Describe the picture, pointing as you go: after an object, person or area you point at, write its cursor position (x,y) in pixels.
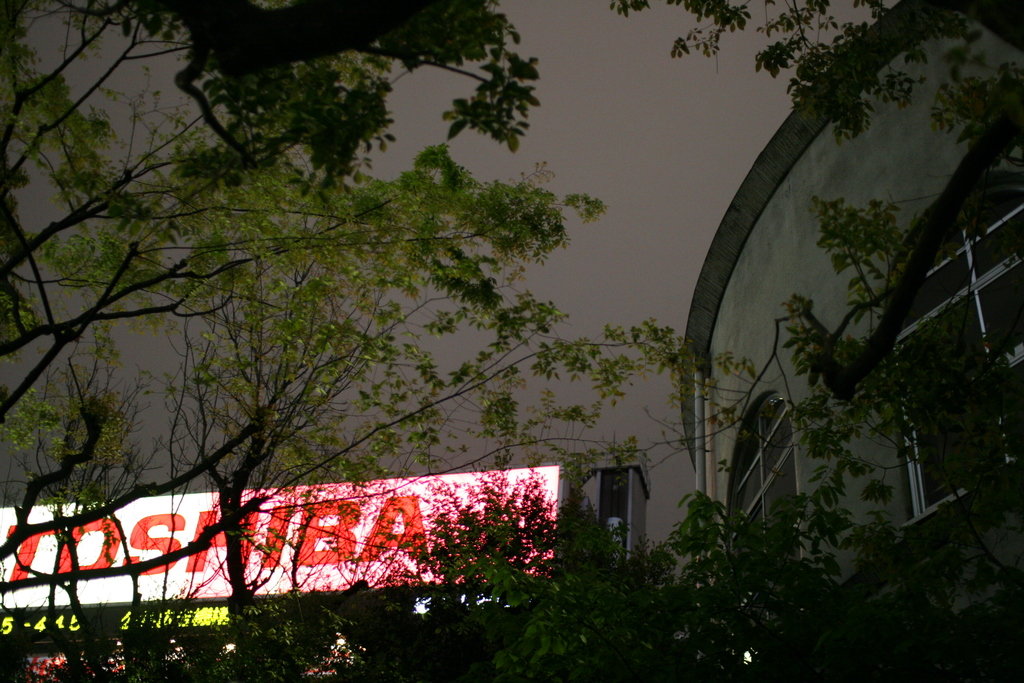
In this picture I can see number of trees (262,602) in front (884,341) and in the background (796,230) I see a building (767,312) on the right (777,389) and on the left side of this image (226,549) I see a board (163,507) on which there is something written and I see the sky (37,206).
